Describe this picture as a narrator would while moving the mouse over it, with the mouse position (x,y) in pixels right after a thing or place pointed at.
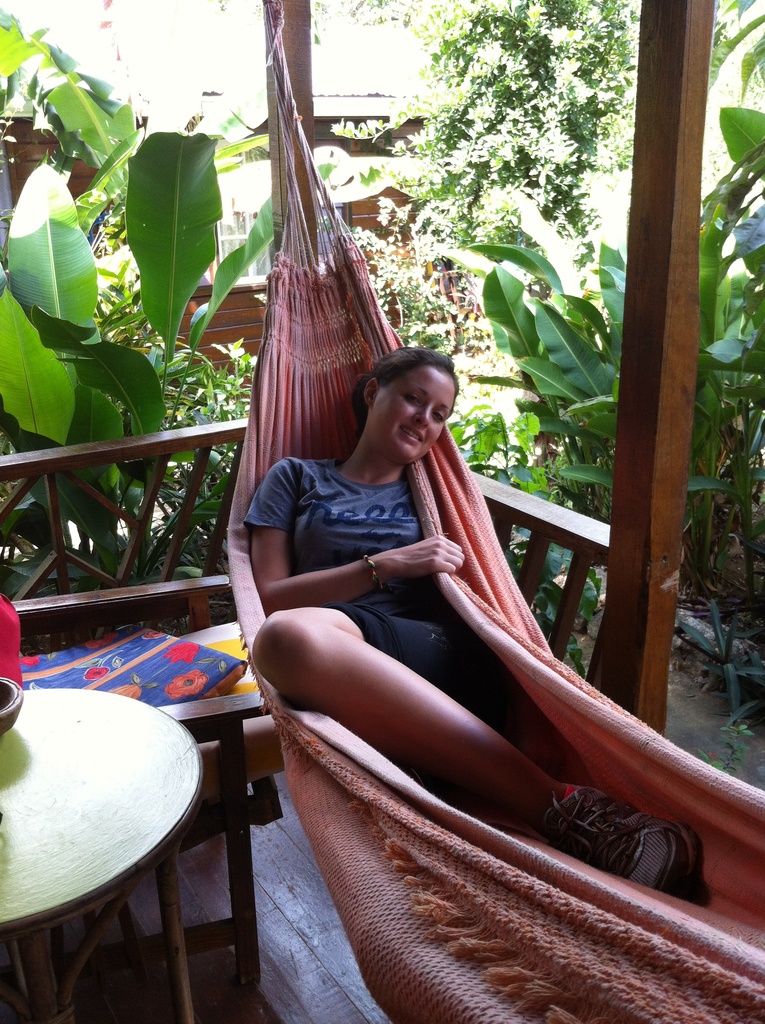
In the picture one woman (390,624) is resting in a hammock (343,259) in which it is hanged to the pillars (305,123) of the house (295,53), beside her there is a table (190,765) and a chair (200,721) and behind her there are trees (620,55).
